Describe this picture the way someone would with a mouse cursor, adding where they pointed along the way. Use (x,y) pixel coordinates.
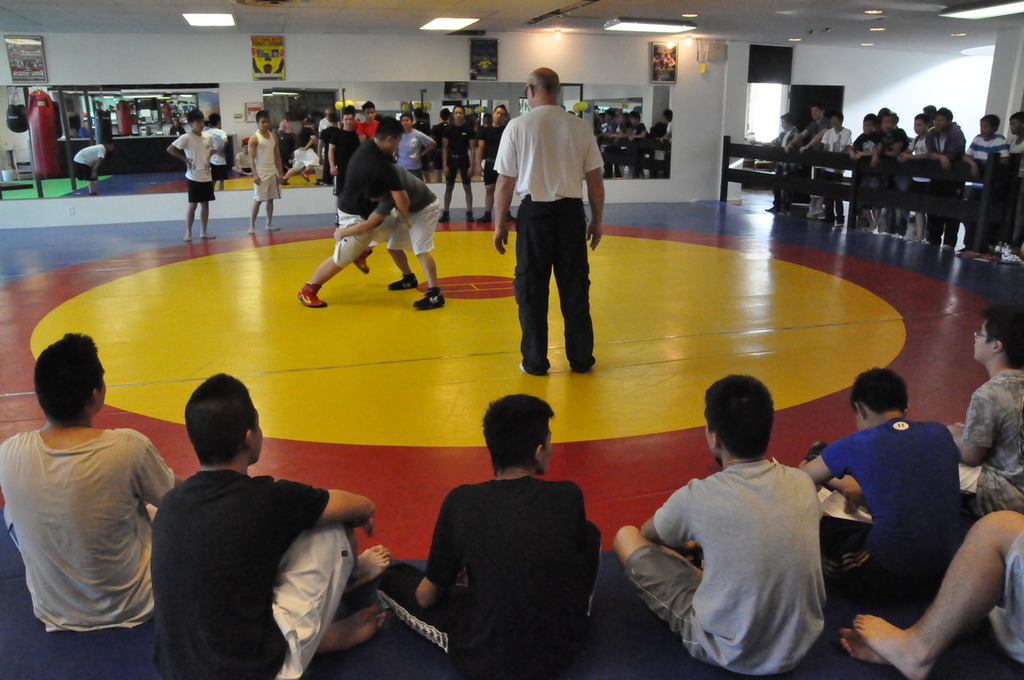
In the picture we can see two people (345,224) are wrestling on the wrestling floor (205,305) and near to them, we can see one man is standing with a white T-shirt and around the floor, we can see railing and behind it, we can see people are standing and watching them and some people (13,496) are also sitting on the floor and in the background (169,52) we can see a wall (176,53) with mirrors (217,128) and some kick bags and some posters (272,67) to the wall (150,48).
